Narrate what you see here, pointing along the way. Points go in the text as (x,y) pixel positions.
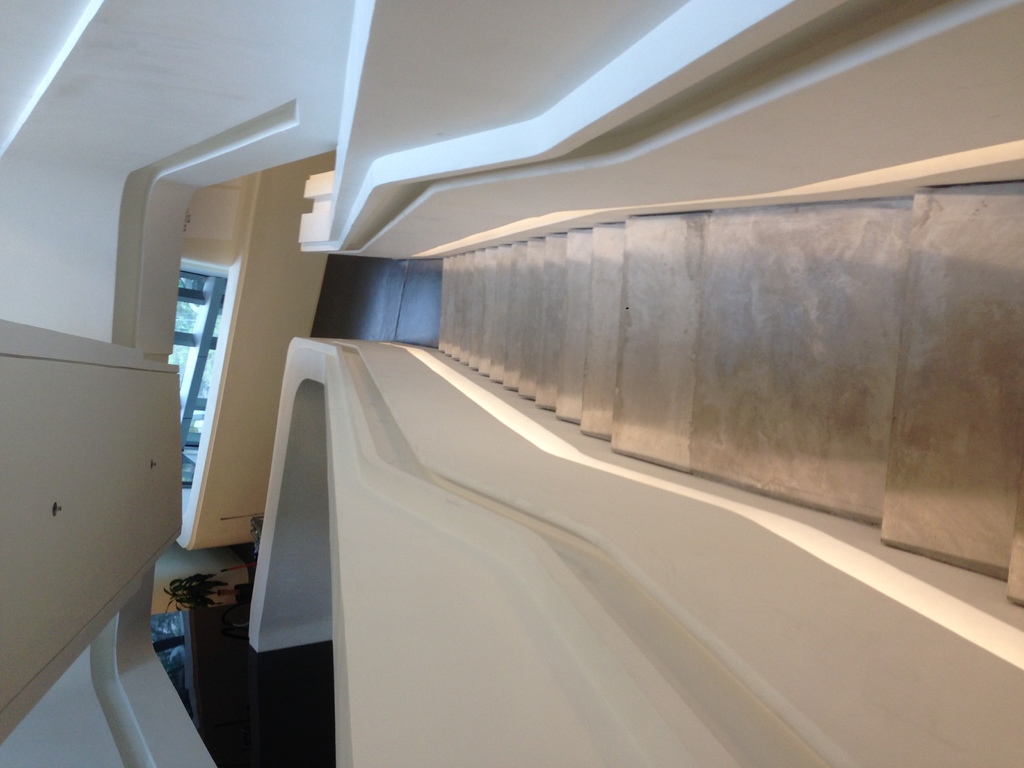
In this picture we can see some steps (605,413) in the front (963,433) with light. On the both side we can see the wall (527,568). In the background (198,378) there is a glass window (185,363) and ceiling (42,323) on the top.
